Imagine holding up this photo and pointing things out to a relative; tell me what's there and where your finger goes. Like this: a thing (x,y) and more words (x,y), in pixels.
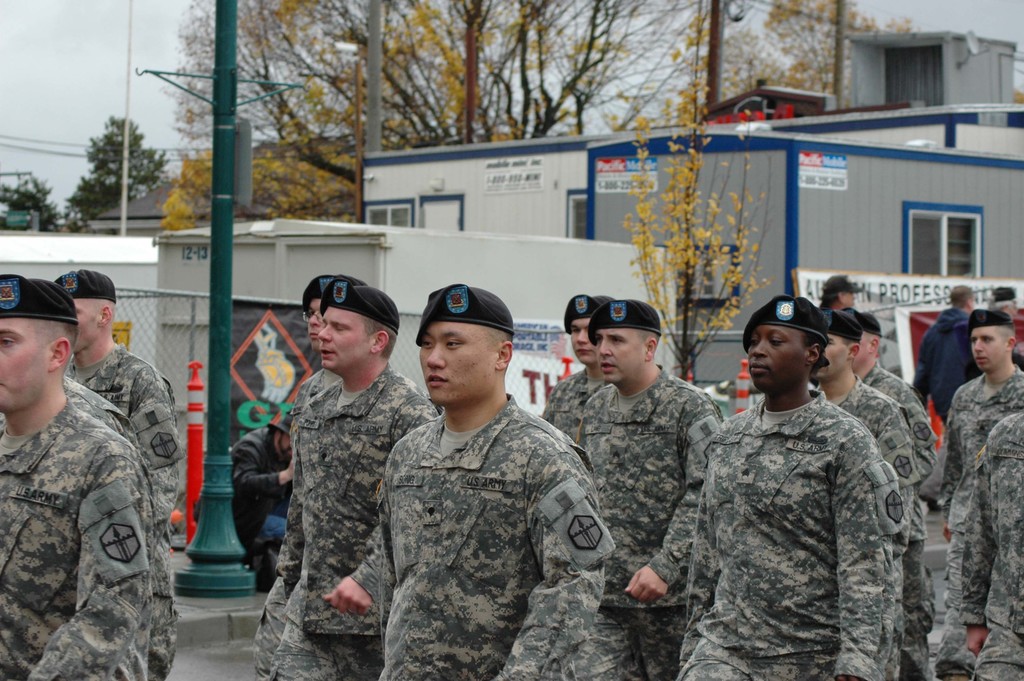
In the foreground of this image (627,503), there are people (648,495) walking on the road (237,670). Behind them, there are few poles (379,47), trees (401,50), buildings (520,247), banners (254,322) and the sky (55,85).
